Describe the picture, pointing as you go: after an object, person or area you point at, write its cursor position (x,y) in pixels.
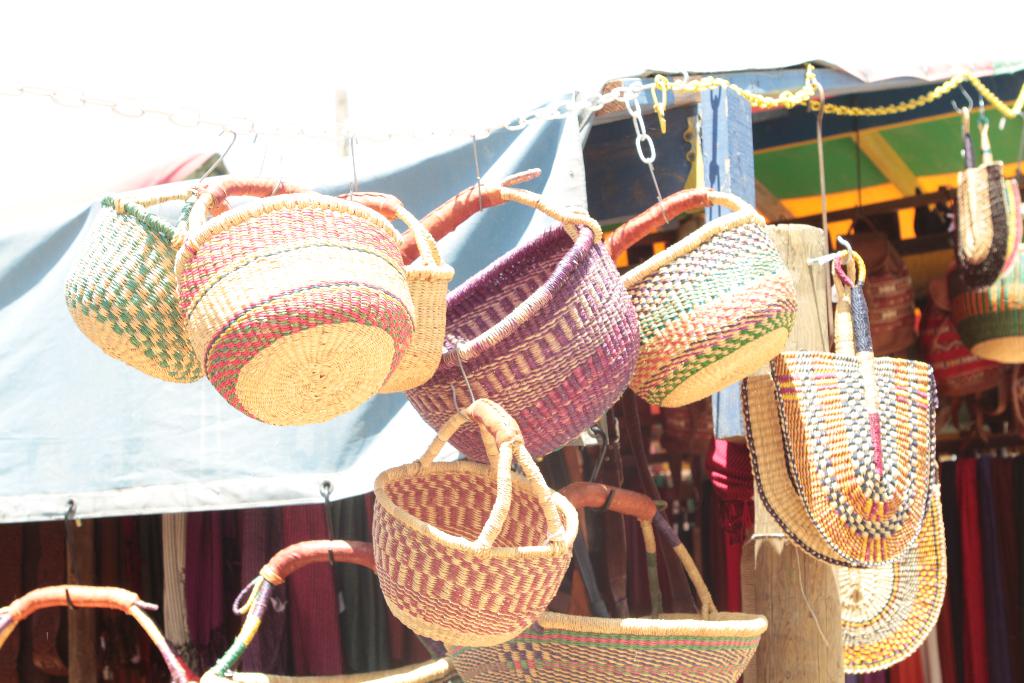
This picture is taken from outside of the city and it is sunny. In this image, in the middle (641,229), we can see few baskets (449,225) which are tied with a thread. In the background (977,513), we can see a cloth (977,519) and few baskets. At the top (330,134), we can see white color.
